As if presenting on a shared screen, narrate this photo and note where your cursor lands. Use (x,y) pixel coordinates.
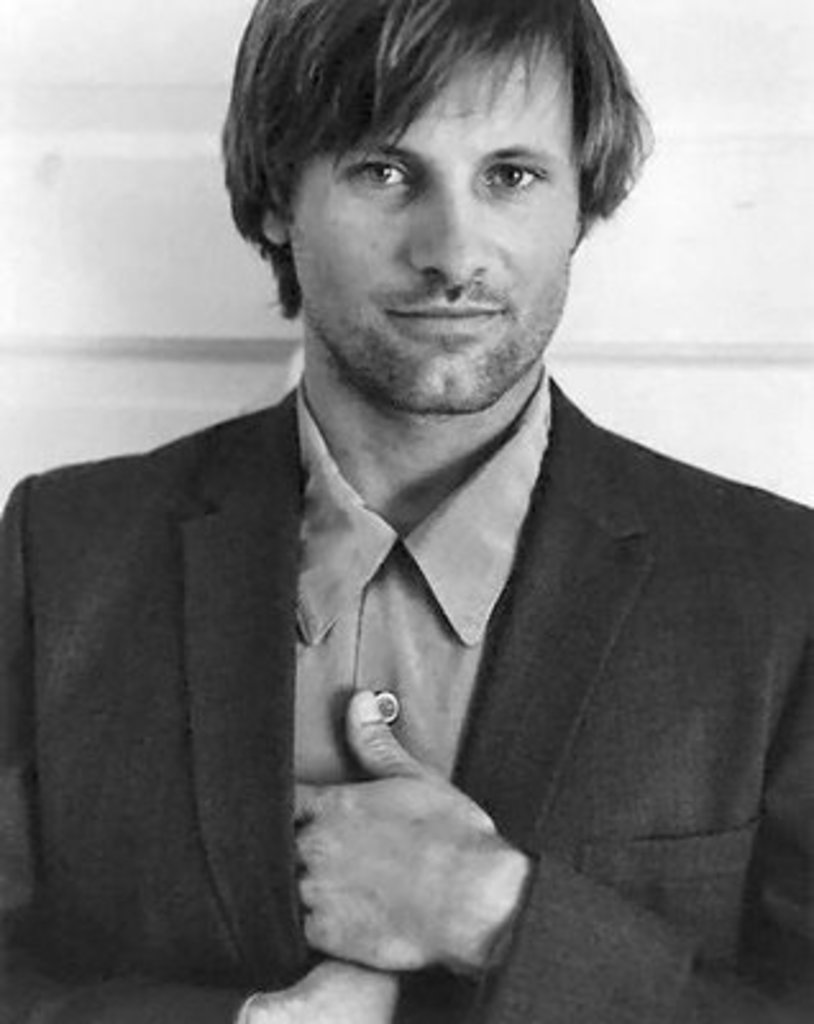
It is a black and white image. In this picture, we can see a person (425,576) is watching.
